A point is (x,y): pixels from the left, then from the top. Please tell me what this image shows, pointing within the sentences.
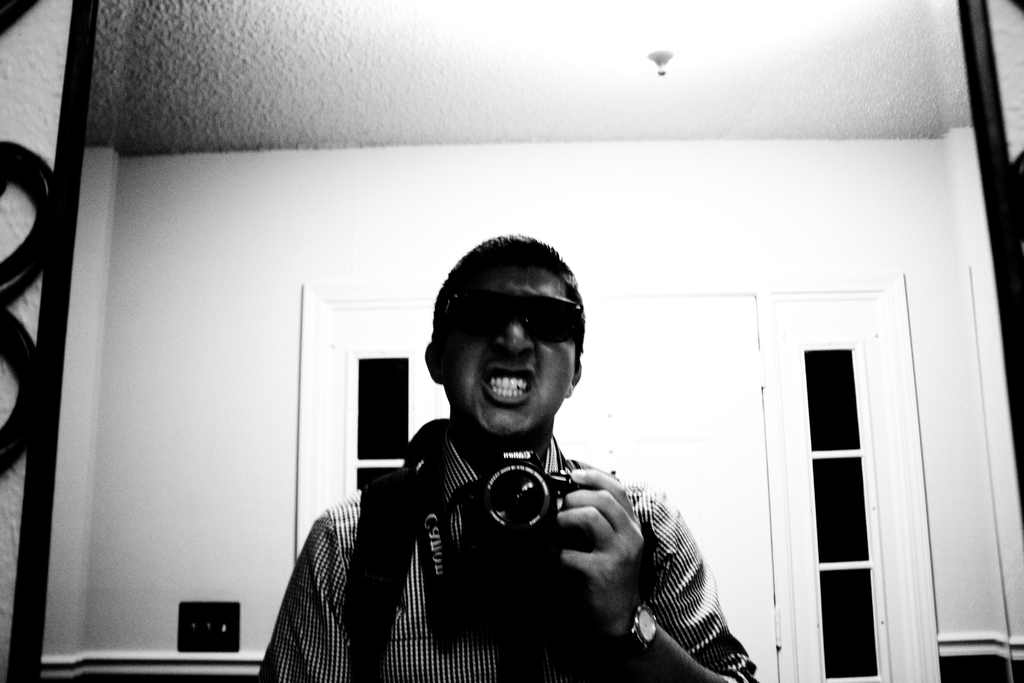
The person (454,494) holding camera (558,555) in his right hand (572,559) and standing in front of a mirror (366,230).
